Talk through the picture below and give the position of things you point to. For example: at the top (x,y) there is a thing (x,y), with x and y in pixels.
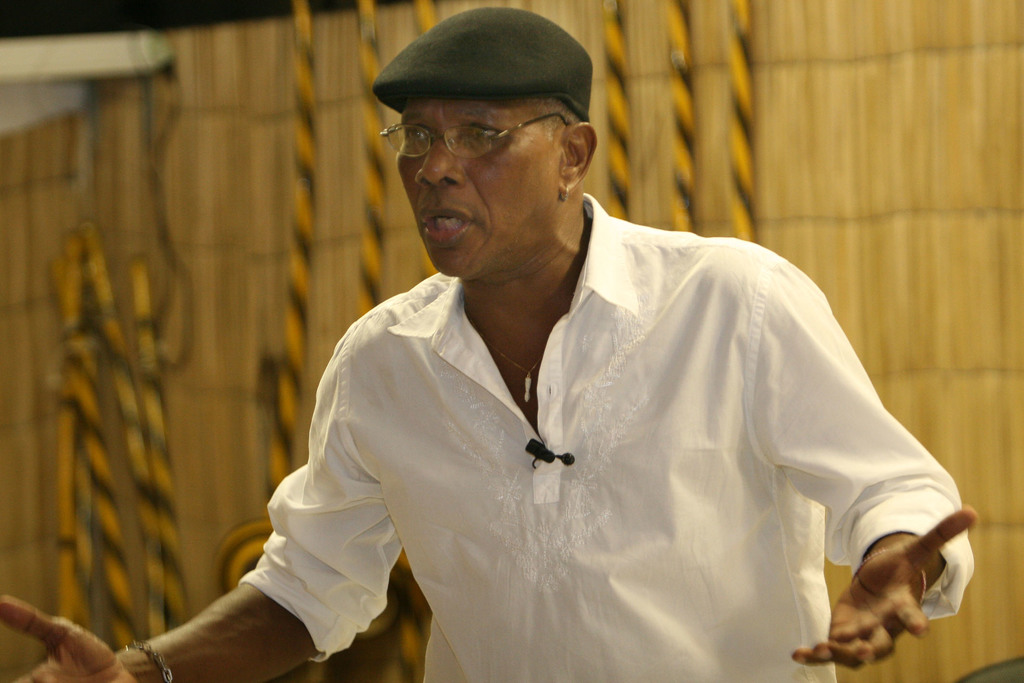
In the image I can see a person (492,370) with white dress (345,340), cap (435,71) and spectacles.
